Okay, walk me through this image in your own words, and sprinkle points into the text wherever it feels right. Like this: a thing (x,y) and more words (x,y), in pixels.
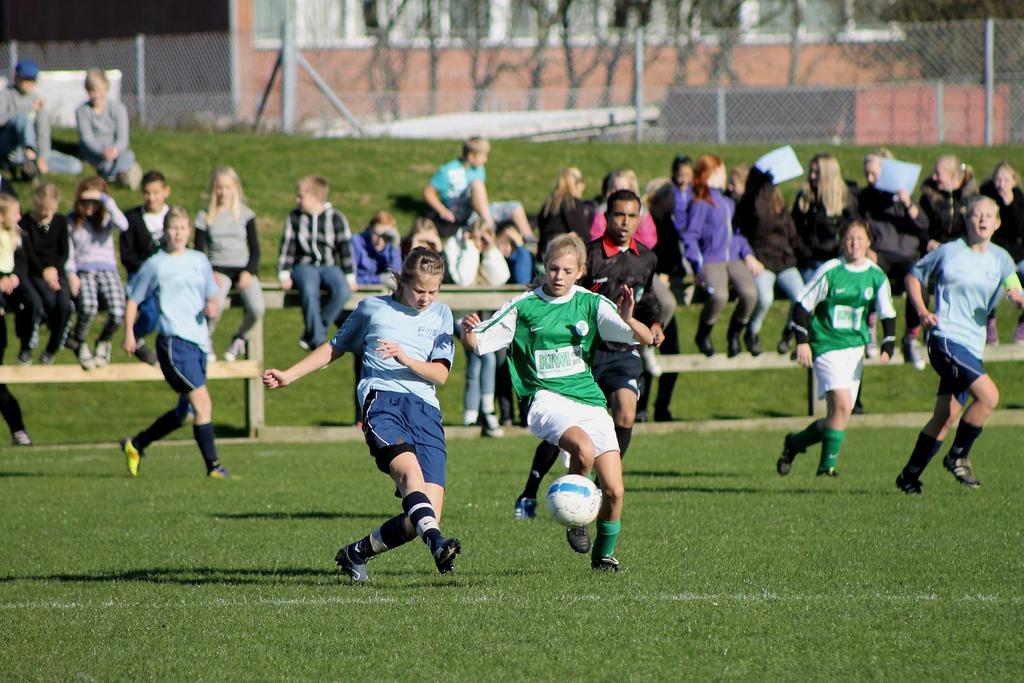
In the picture we can see some girls (527,345) are playing a ball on the ground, the ground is filled with green grass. In the background (87,85) we can see many children (92,251) are sitting on benches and we can also see a building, fencing (723,95) around the ground (20,507).
